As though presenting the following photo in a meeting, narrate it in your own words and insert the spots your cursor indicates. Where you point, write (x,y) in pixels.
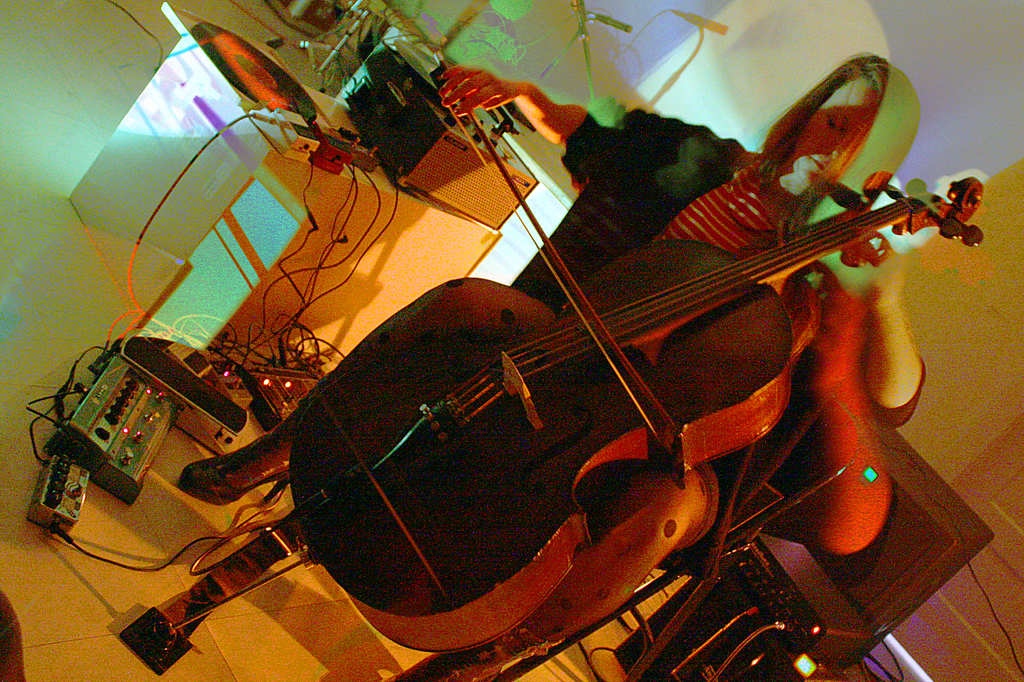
In this picture we can see one girl (783,228) is sitting on a chair (765,483) and she is playing a cello (572,408) side of the table (233,202) in that some sound boxes (425,141) are arranged.
